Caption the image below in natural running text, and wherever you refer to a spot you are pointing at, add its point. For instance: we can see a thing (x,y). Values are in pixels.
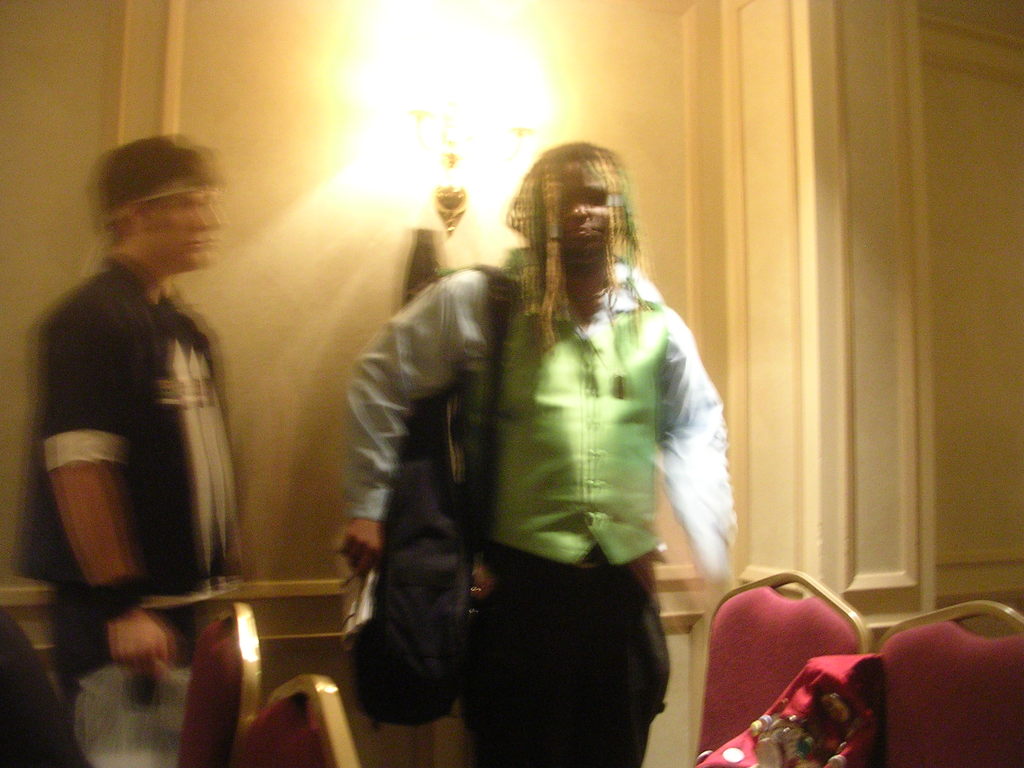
There are two people (208,503) standing. This man (529,466) is holding a guitar bag (386,657). These are the chairs (934,720). At the bottom of the image (870,706), that looks like a bag (843,723), which is placed on a chair (819,631). I can see a lamp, which is attached to the wall (316,105).
